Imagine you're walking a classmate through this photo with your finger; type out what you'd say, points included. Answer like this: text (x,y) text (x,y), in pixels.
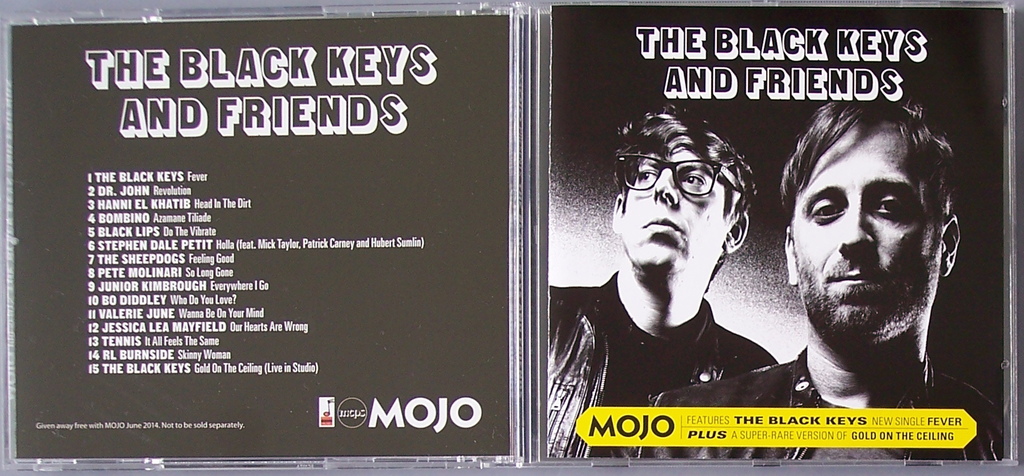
This is a zoomed in picture. In the foreground (23,15) there is a black color object (1007,113) on which we can see the picture (825,260) of two persons (858,272) and we can see the text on the black color object (378,255).
